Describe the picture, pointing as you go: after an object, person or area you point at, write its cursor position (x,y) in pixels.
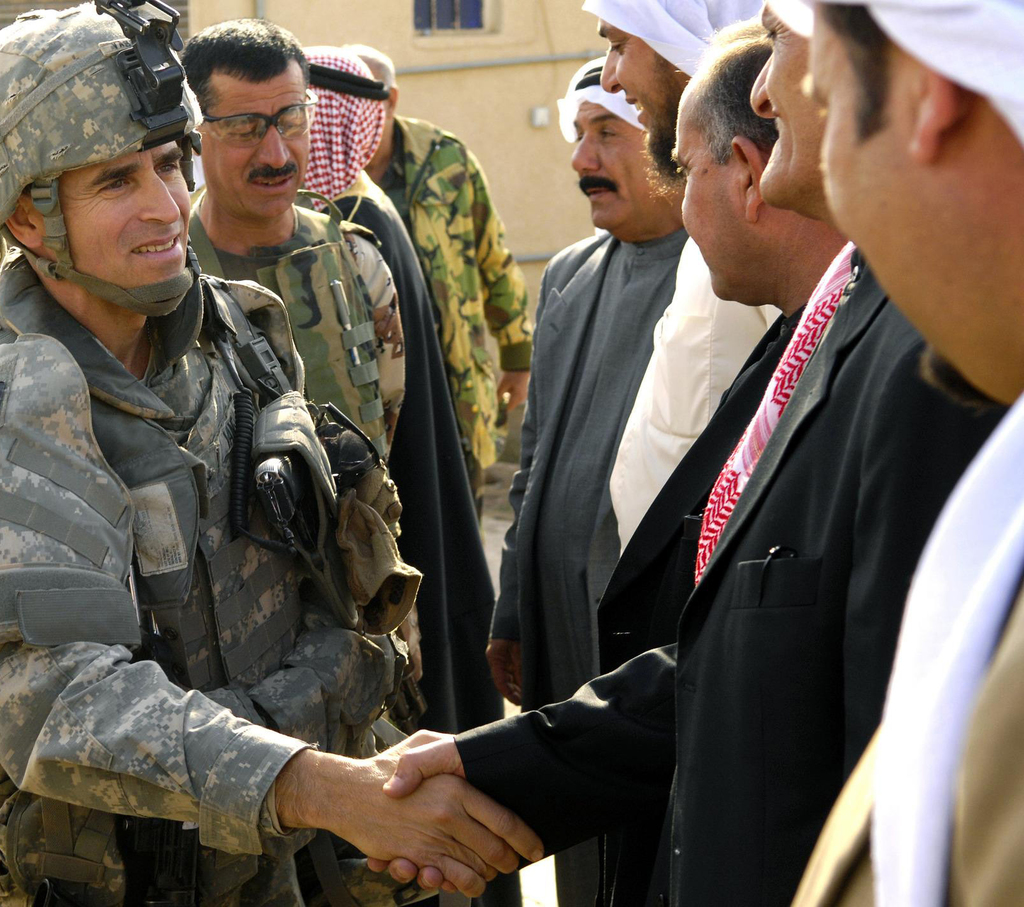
In this image, we can see some people (705,328) standing, we can see two men (577,738) shaking hands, in the background (521,113) we can see a wall (440,76) and a window (482,0).
